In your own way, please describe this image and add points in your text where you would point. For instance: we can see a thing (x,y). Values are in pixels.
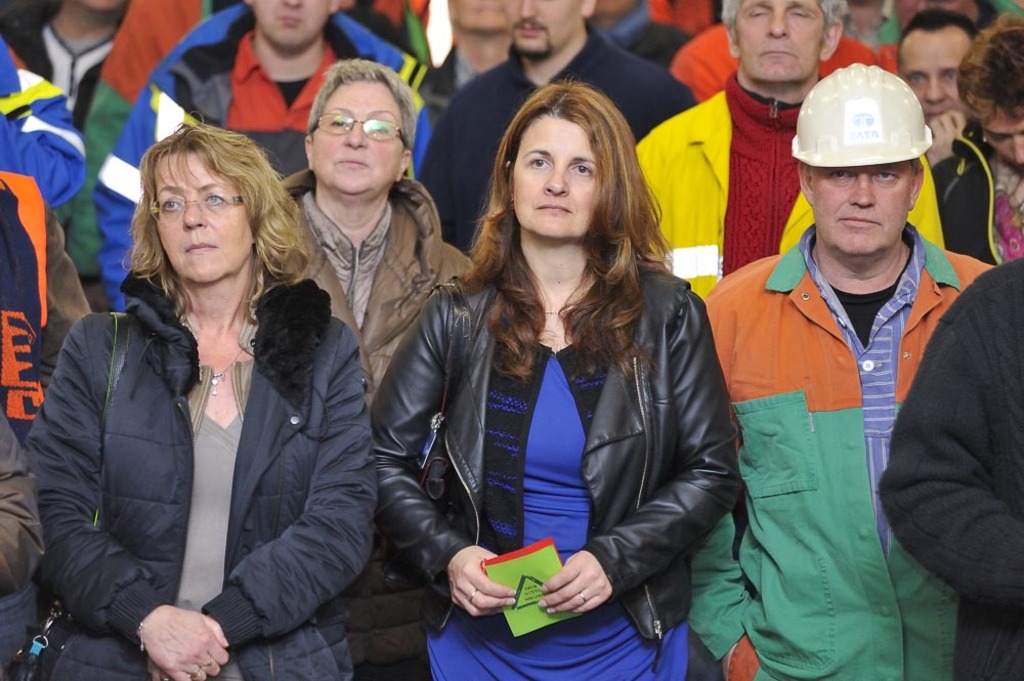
In this image I can see in the middle (470,374) a woman (458,390) is standing, she wore a black color coat (630,441) and also holding a book (529,602) in her hand (596,589). On the right side (844,221) a man (914,357) is standing, he wore helmet (922,136), coat (848,453). Beside him a group of people (94,59) are also standing.
